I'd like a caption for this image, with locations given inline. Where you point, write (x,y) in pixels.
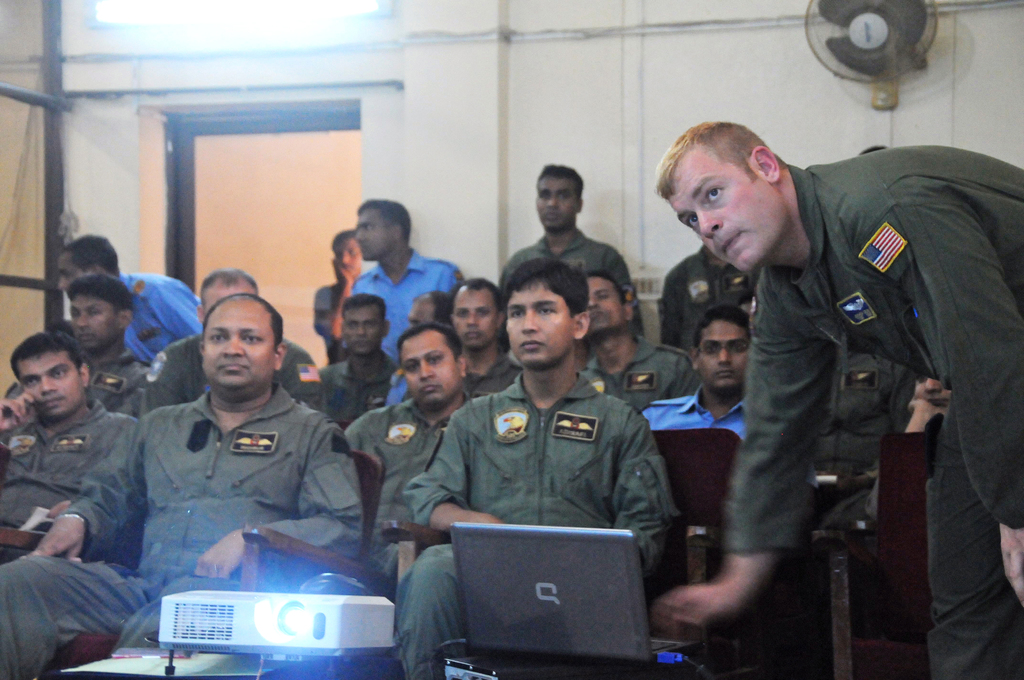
In this image, we can see some people (462,464) sitting on the chairs (673,478), on the right side (944,317), we can see a man (846,335) standing. There is a laptop (490,627) and a projector (194,641). In the background (738,93), we can see the wall (389,110) and a door (336,135). We can see a fan (885,40) on the wall (803,102).
